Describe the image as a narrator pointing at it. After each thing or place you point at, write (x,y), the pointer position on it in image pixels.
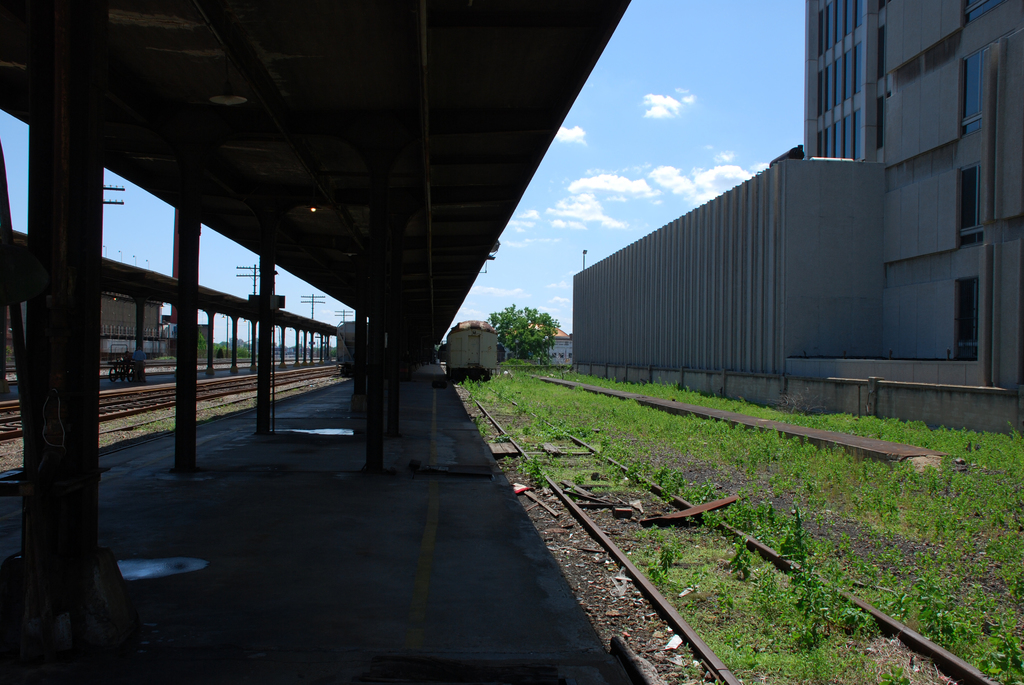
This image is taken in a railway station (214,121). On the left side of the image (178,302) there are two platforms (126,454) with pillars (375,350), poles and roofs (231,225) and there are two railway tracks (230,379). At the bottom of the image (648,577) there is a ground (739,557) with grass (793,537) on it and there is a track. At the top of the image (930,163) there is a building (792,325). In the middle of the image (456,362) there is a compartment (466,347) on the track (490,416).
